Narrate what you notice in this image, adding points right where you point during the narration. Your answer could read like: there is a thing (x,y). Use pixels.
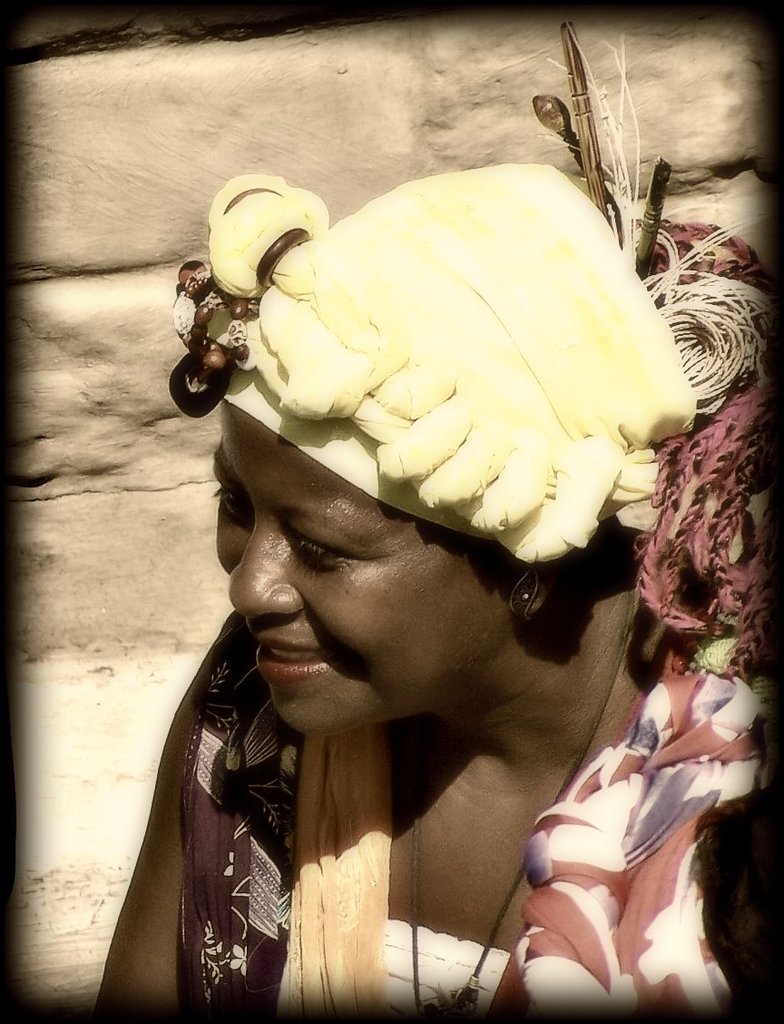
In this picture I can see there is a woman (395,836) sitting and she is wearing a dress (294,897) and she is wearing a head wear (513,313) and she is looking at left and smiling. In the backdrop (66,651) there is a wall (181,590).
